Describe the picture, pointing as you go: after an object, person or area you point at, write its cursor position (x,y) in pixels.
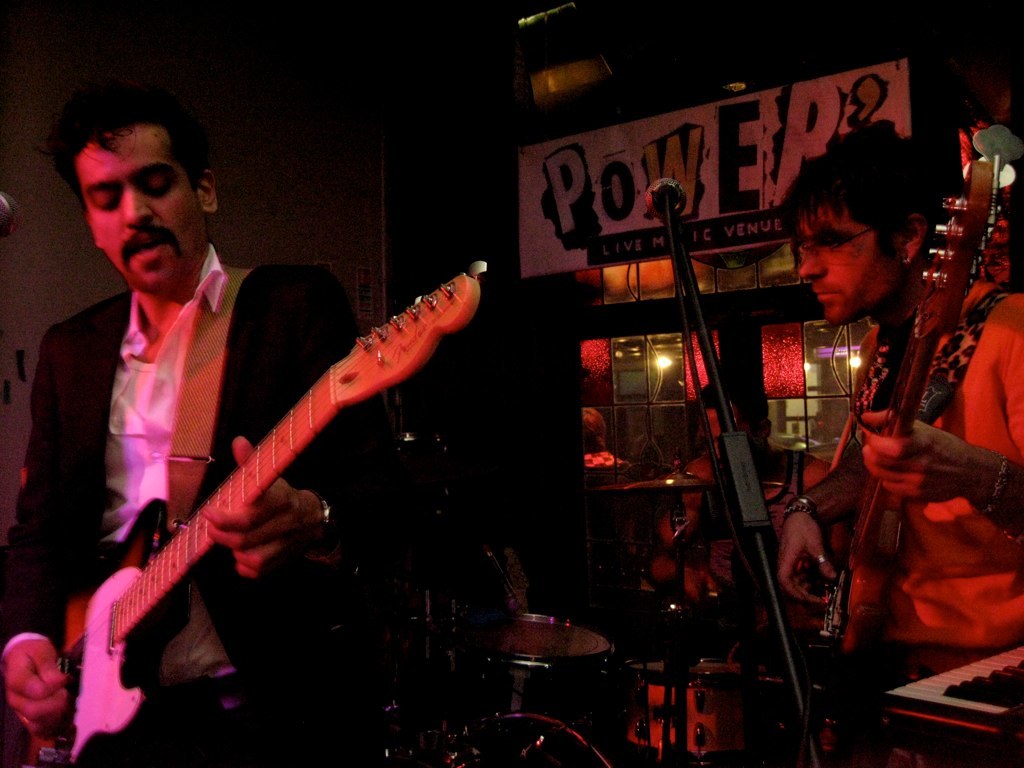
This image might be clicked in a musical concert. There are three persons (913,565) who are playing musical instruments (845,624), two of them are playing guitar (845,605) and the one who is on the back side (702,534) is playing drums (633,665). There is "POWER" written on the top (569,237).
